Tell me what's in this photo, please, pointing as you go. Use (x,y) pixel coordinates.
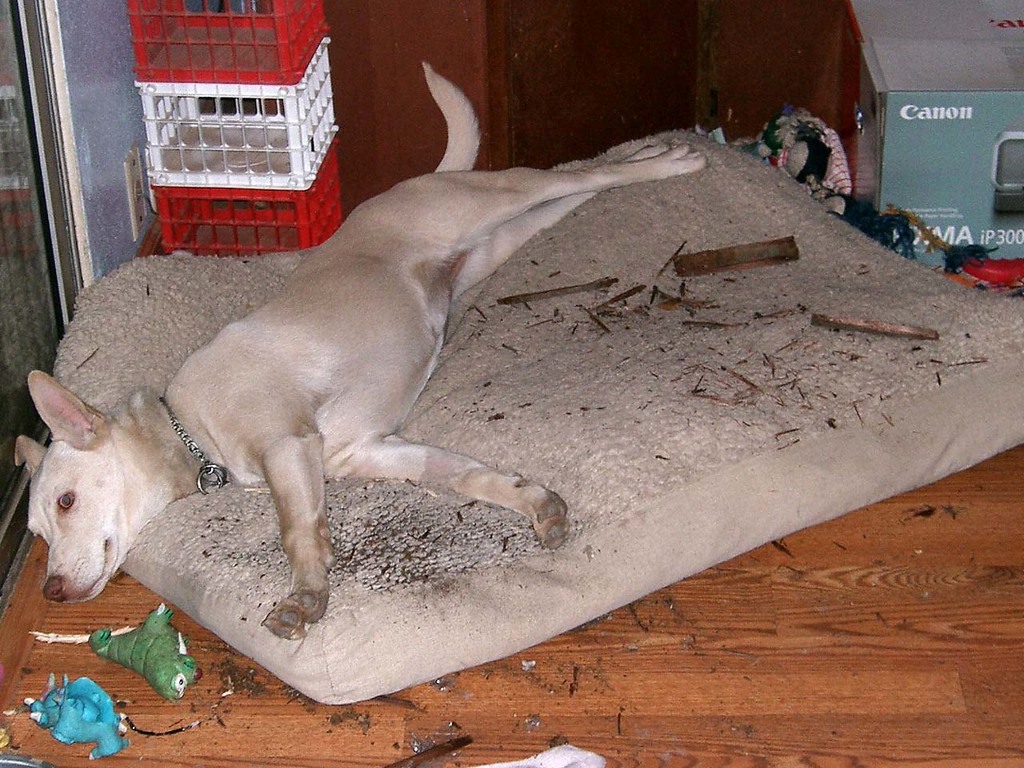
In this picture I can see a dog (291,301) which is lying on a bed (410,435) and I see few toys (839,164) near to it. In the background (968,181) I can see a box (984,193) on the right side of this picture (942,129) on which there is something written and on the left side of this picture (225,112) I see the red and white color things (227,115) and I can see the floor (113,618) in front (786,701).
